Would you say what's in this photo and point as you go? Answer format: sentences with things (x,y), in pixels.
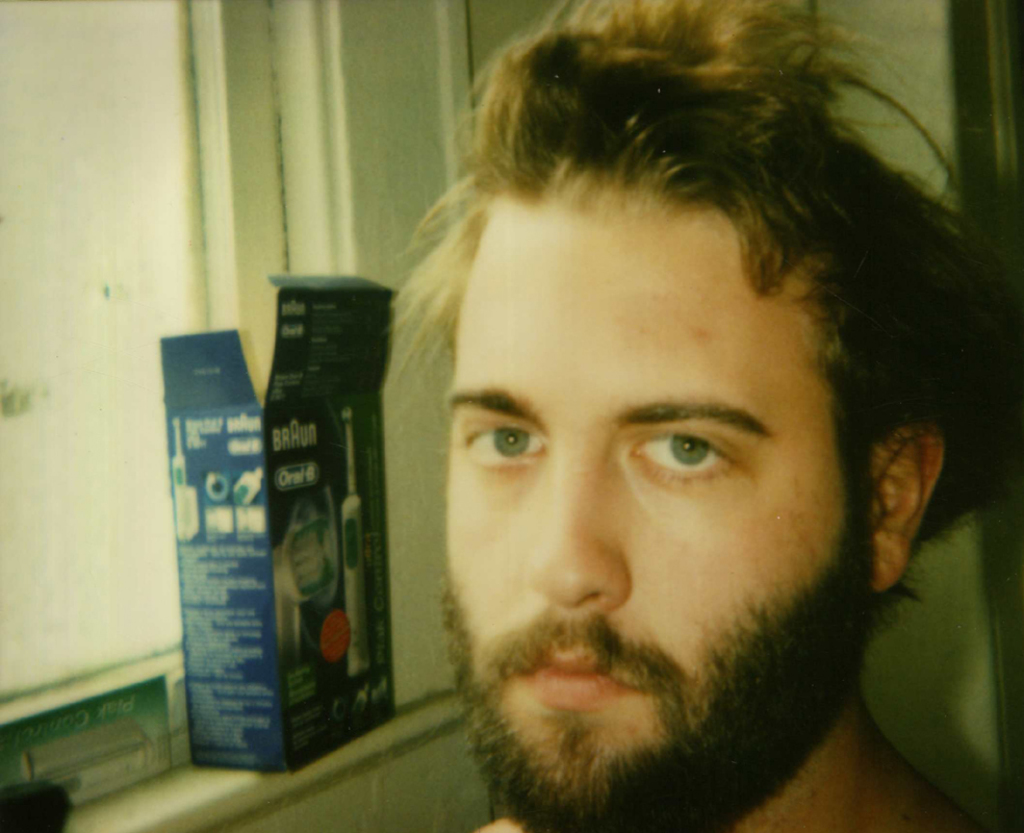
In this picture I can see there is a man (1000,400), he has mustache (548,625) and beard (718,669) and there is a tooth brush box (276,626) placed here and there is a window (160,386) at left (108,215) and there is a wall (363,7) in the backdrop (437,42).
